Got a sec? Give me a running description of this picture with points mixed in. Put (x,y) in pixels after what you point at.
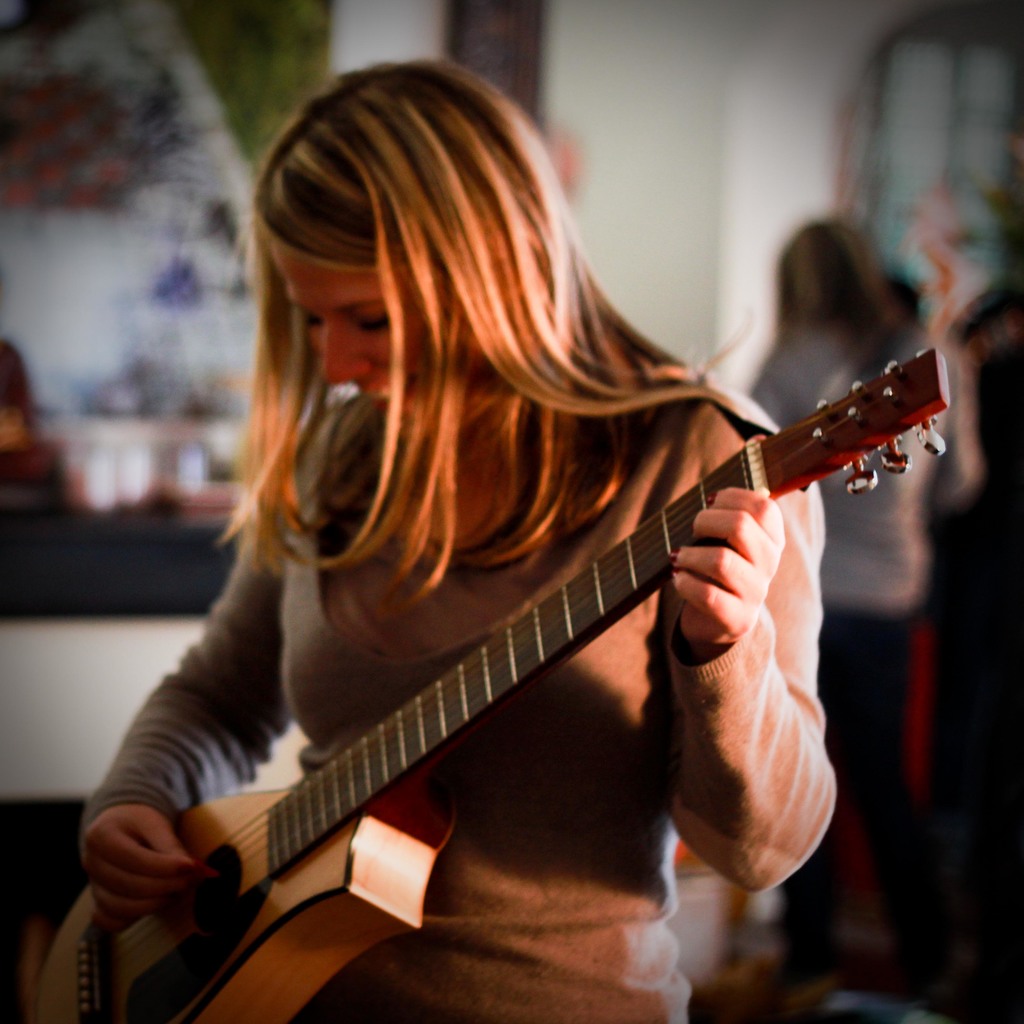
In this picture we can see woman (449,350) holding guitar (311,785) in her hand (199,875) and playing it and in the background (210,118) we can see wall (643,128) and one more woman (817,327) standing.
